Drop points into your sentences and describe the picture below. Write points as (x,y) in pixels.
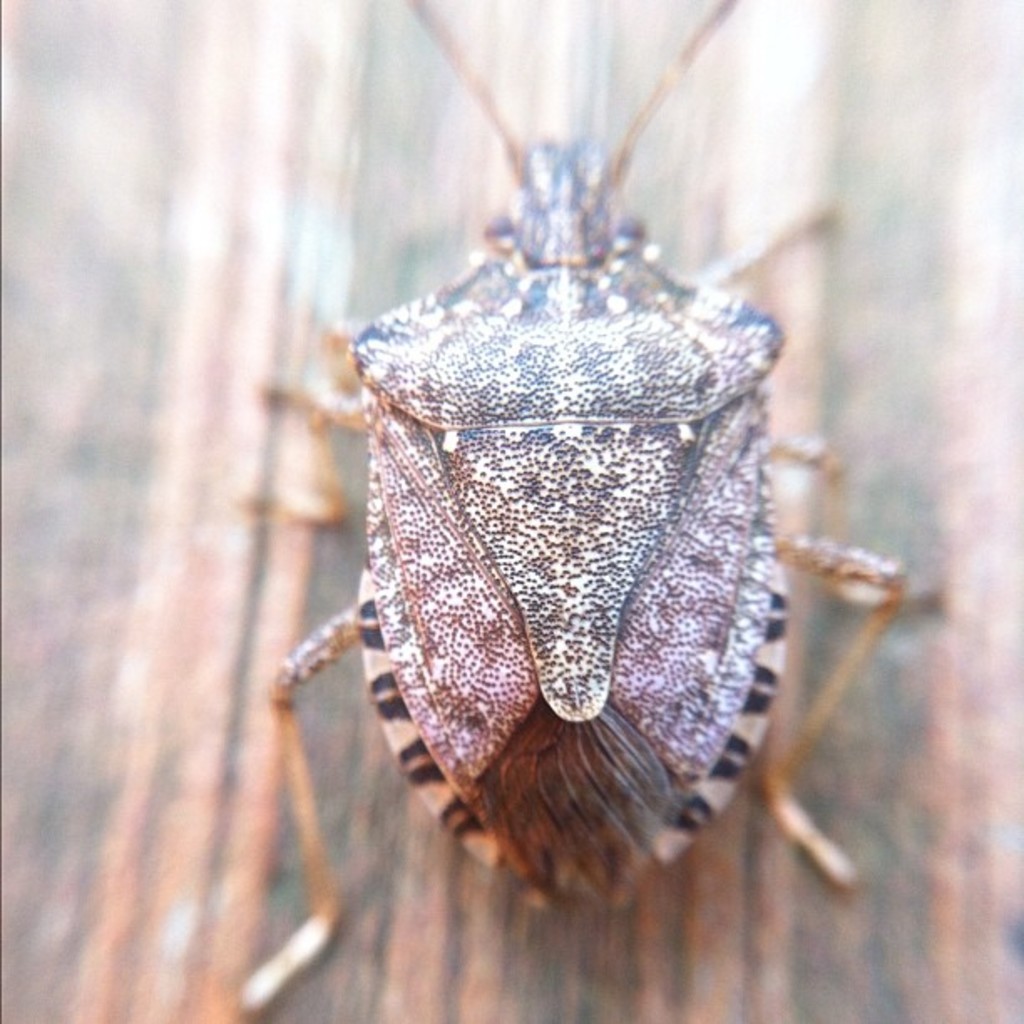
In the center of the image (358,570) we can see one wood (849,823). On the wood (387,926), we can see one insect (621,687), which is in cream and black color.
